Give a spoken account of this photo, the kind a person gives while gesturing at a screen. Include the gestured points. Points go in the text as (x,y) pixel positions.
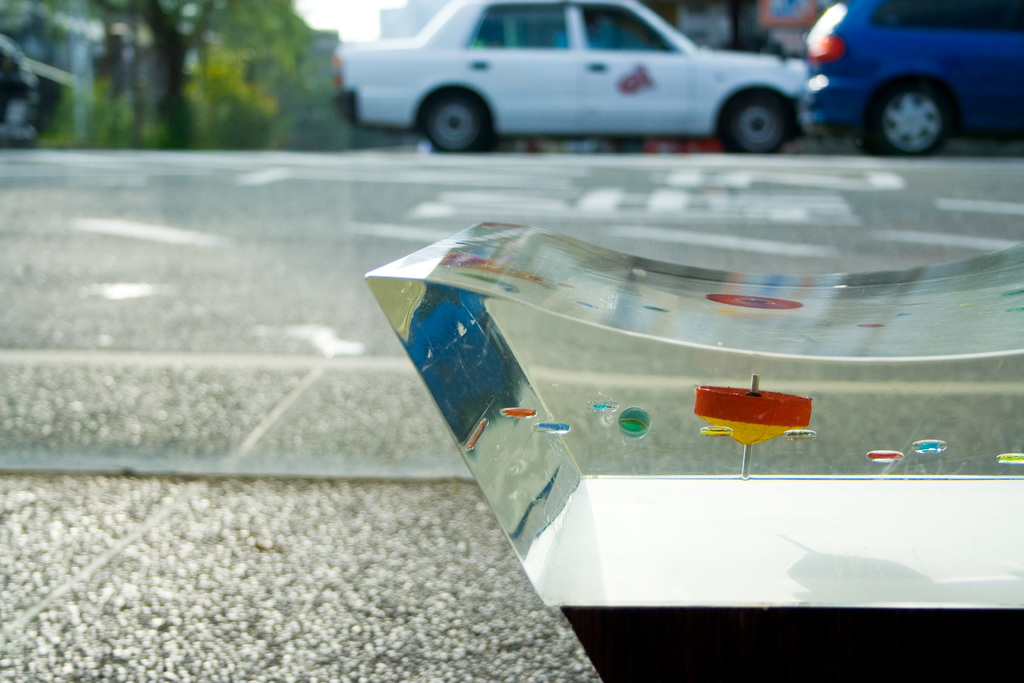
In the center of the image (527,305) we can see a glass (571,461) on the road (259,514). In the background (226,86) there are vehicles (488,90), buildings (418,14), trees (279,35) and sky (337,29).
